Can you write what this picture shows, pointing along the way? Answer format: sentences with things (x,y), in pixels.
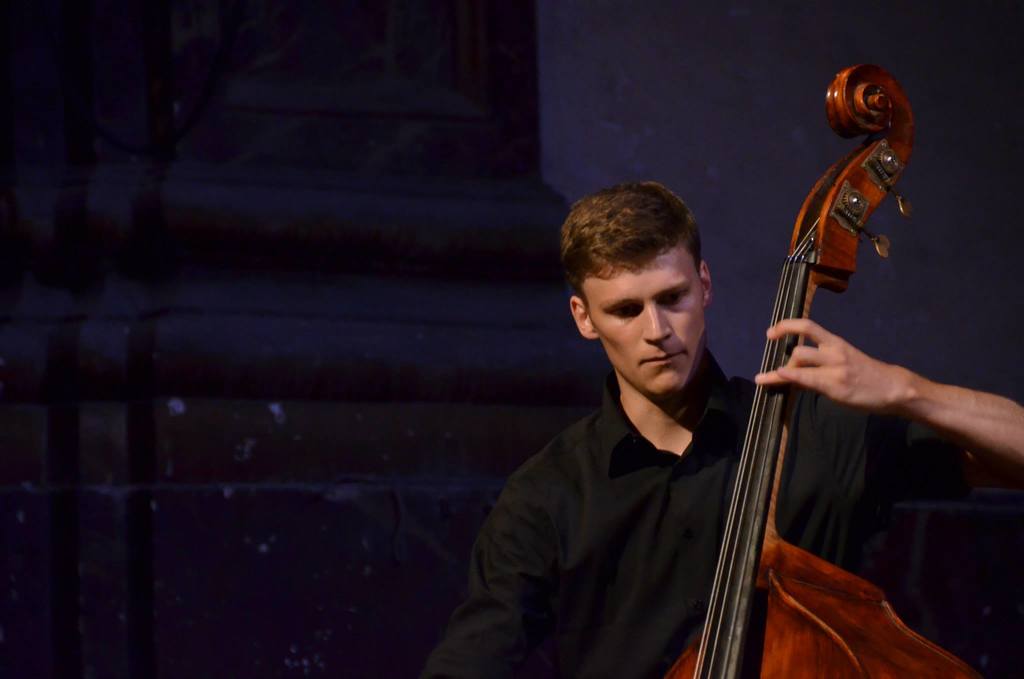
In this image I can see the person (585,424) playing the musical instrument (753,477). There is a person (553,570) wearing the black color dress (537,577).
